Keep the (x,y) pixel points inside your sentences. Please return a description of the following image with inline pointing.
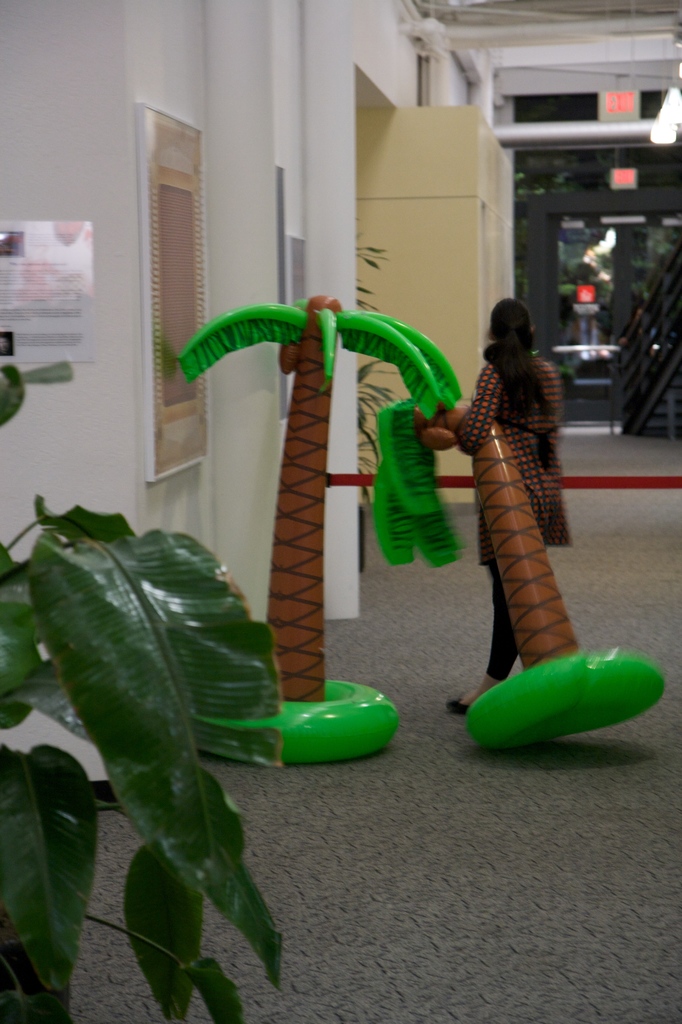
In this picture there is a woman (536,488) walking and holding the artificial tree (573,710) and there is an artificial tree (306,477) and there are plants (216,613) and there are frames (150,366) and boards (15,331) on the wall (353,398) and there is text (15,331) on the board (10,284). At the back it looks like a railing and there is a glass wall (550,282), behind the glass wall (669,156) there might be trees (607,166). At the top (608,129) there is a pipe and there are boards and lights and there is text (620,175) on the boards (617,175). At the bottom (453,824) there is a mat (348,943).
